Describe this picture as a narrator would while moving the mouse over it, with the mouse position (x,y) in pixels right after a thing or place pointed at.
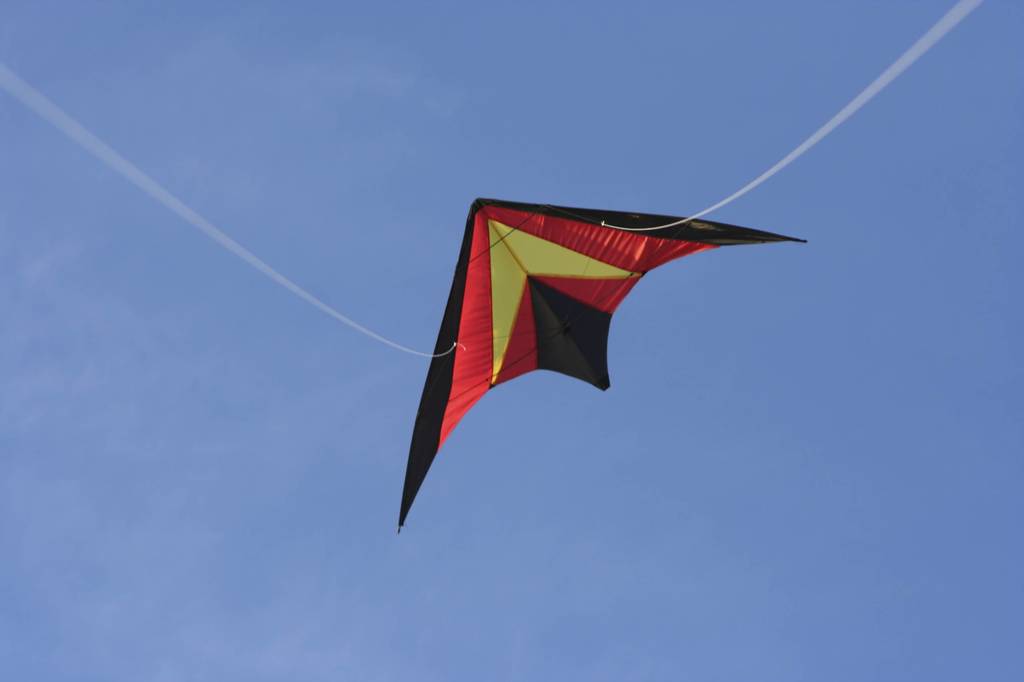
There is a black, red and yellow color kite (530,274) flying with threads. In the background (552,415) there is sky (713,399).
